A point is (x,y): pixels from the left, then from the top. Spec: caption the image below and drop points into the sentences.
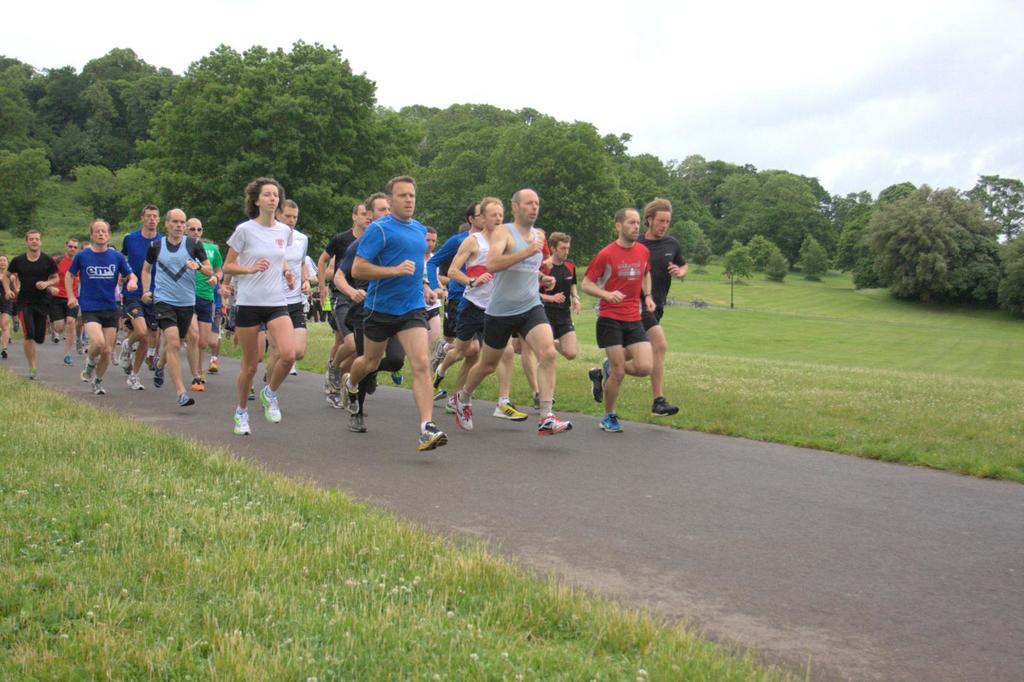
In the image there are many people (286,271) running on the road (396,412). Behind them there's grass (834,272) on the ground (834,272). And also there are many trees (835,259) in the background (244,176). At the bottom of the image (259,635) there is grass (251,568) on the ground (136,567).
